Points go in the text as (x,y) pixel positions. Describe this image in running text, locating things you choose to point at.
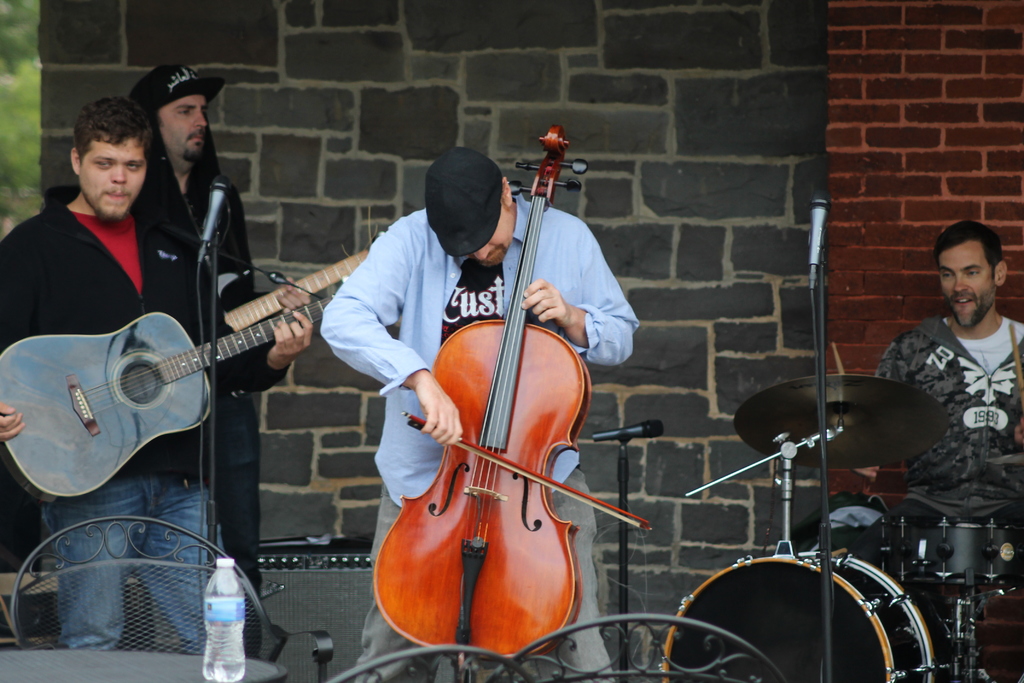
In this picture we can see four persons (510,242) playing musical instruments (314,317) such as guitar (180,384), cello (574,411), drums (906,389) and in front of them there are chairs (146,617), table (248,667), bottle (239,619) and in background (559,88) we can see wall (386,94).
